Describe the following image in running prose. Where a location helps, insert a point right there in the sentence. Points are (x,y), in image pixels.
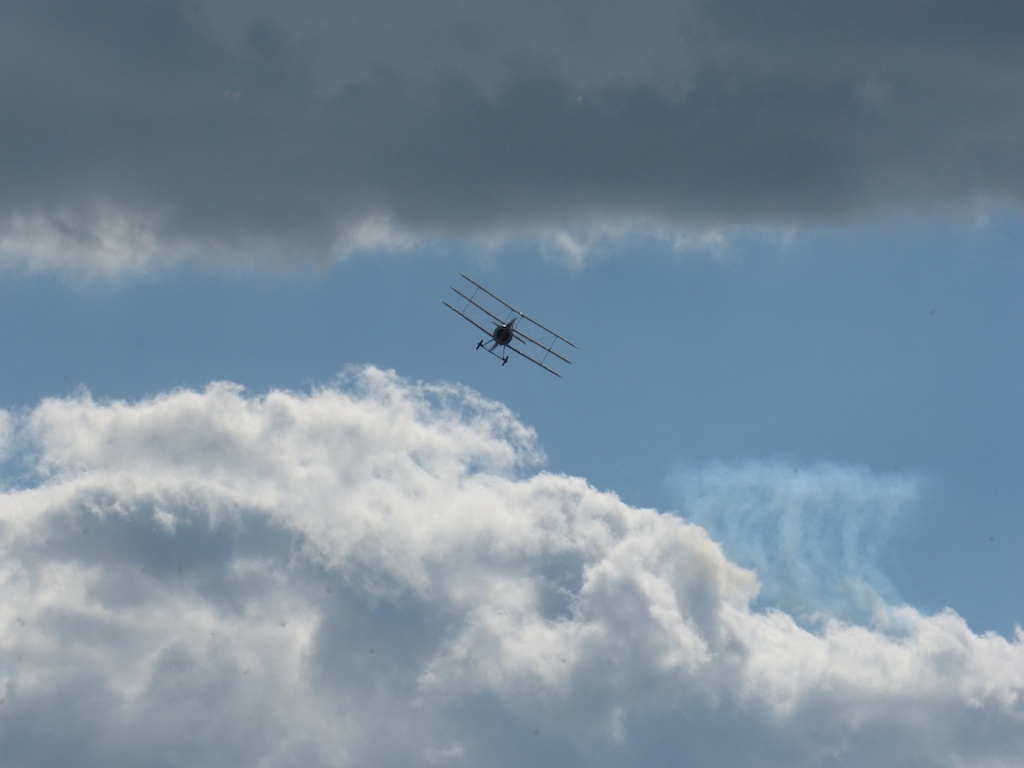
In this picture, we can see a plane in air (478,360), and the sky (523,358) with clouds (529,437).
